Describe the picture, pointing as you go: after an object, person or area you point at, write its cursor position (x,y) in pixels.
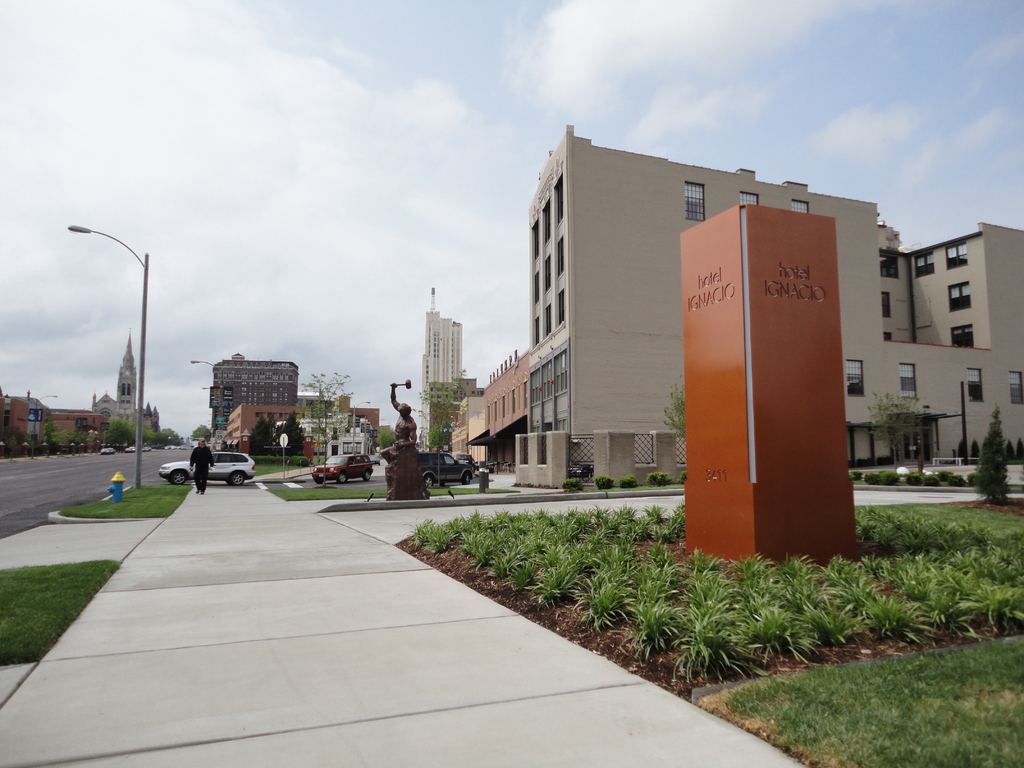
In the image we can see there are buildings (551,392) and these are the windows (965,306) of the building (961,313). There is a grass (882,734), footpath (343,677), road (66,489), light pole (142,263), vehicles (360,465), sculpture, tree (313,376) and cloudy sky (282,179). This is a fire hydrant (115,492) and we can even see there is a person (198,479) wearing clothes (200,470).
